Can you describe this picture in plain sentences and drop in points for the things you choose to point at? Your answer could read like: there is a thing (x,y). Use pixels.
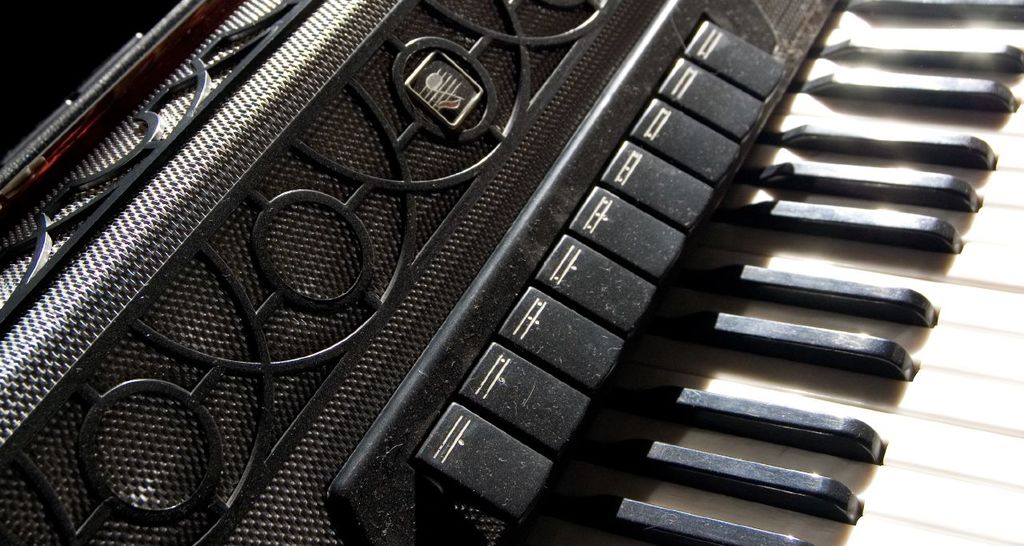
This image consists of a musical instrument (680,295) which is looking like a keyboard (900,387). It has white keys (945,441) and black keys (736,471) on it.
